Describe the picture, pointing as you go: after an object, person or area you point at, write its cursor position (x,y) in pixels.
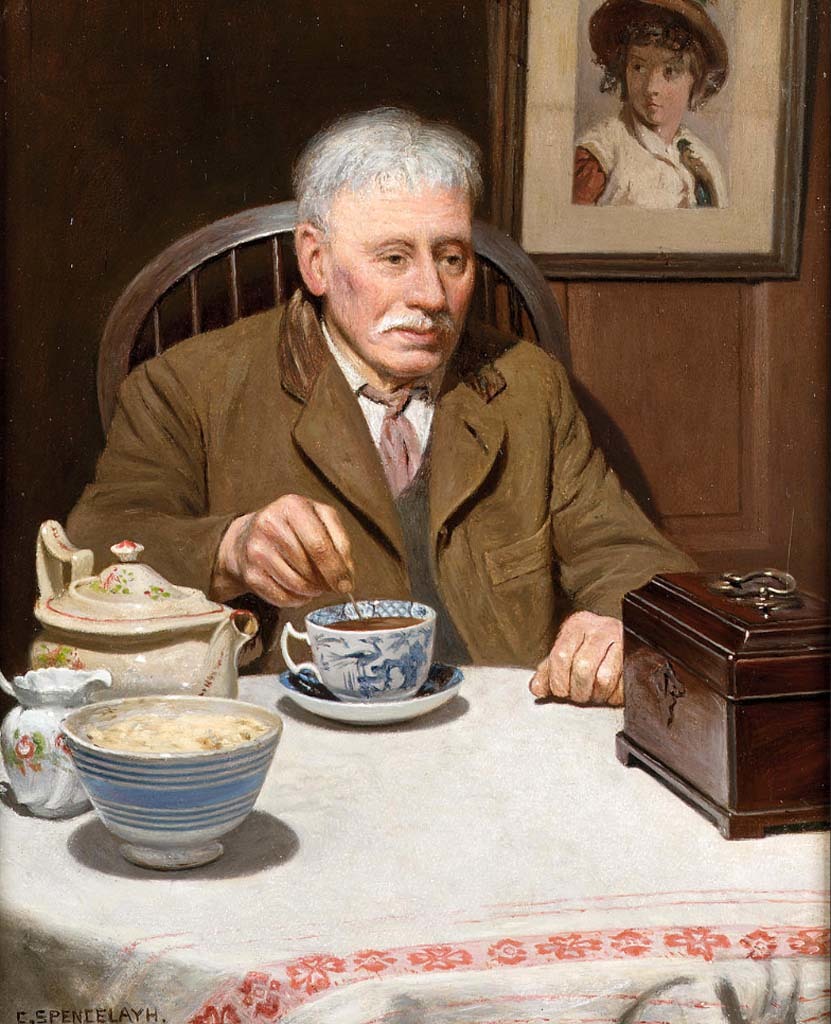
It is a painting. In this painting a person (487,385) is sitting on a chair (486,285). In-front of this person (413,495) there is a table (380,952), on a table (557,952) there is a coffee cup (332,643), teapot (210,629), bowl (225,776) and box (743,680). On wall (808,272) there is a photo (780,159) with frame (786,147).
